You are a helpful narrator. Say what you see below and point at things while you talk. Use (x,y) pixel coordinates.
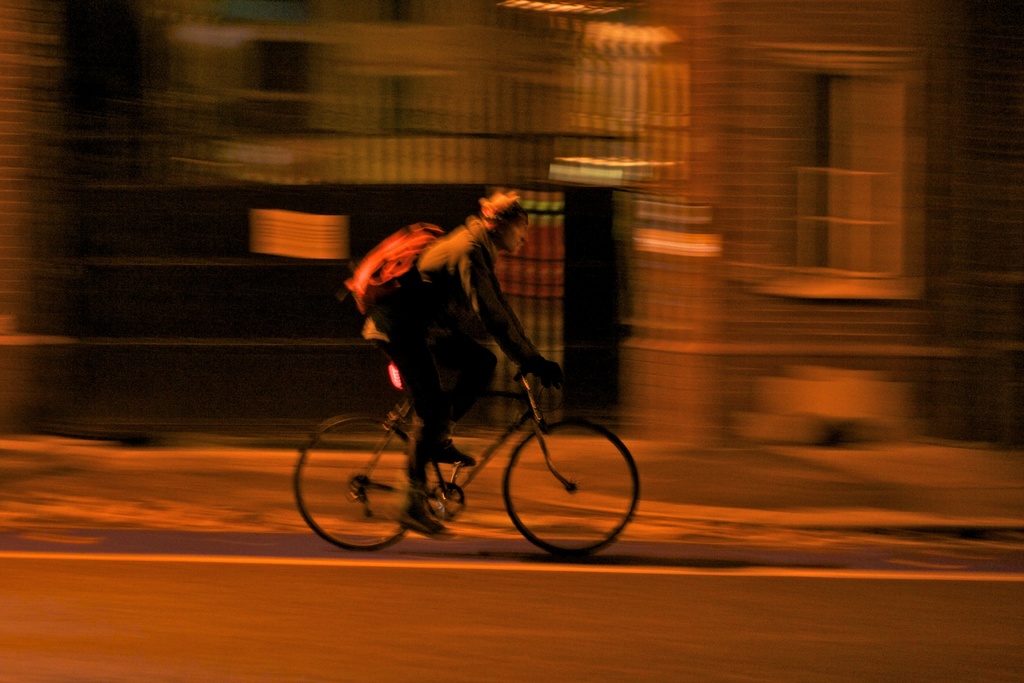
In this image we can see a person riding bicycle (390,517). The background of the image (15,107) is blurred.
